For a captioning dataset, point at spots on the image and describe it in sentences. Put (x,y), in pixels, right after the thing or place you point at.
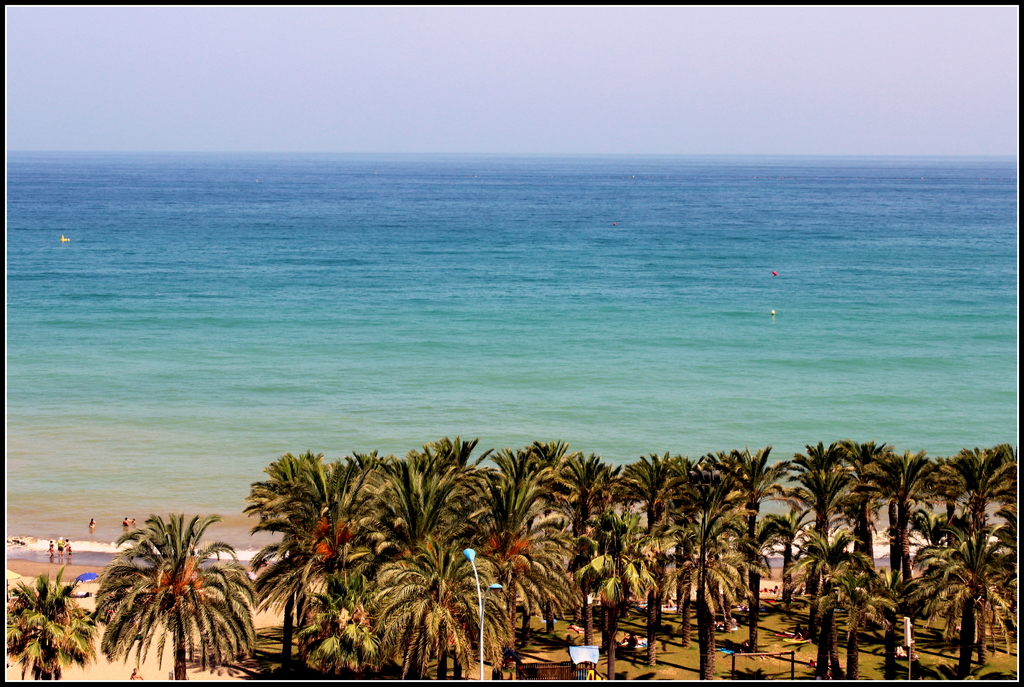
In this image I can see a pole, trees (850,653) and a board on the right (896,640). There are people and water (484,324) at the back (515,344).
